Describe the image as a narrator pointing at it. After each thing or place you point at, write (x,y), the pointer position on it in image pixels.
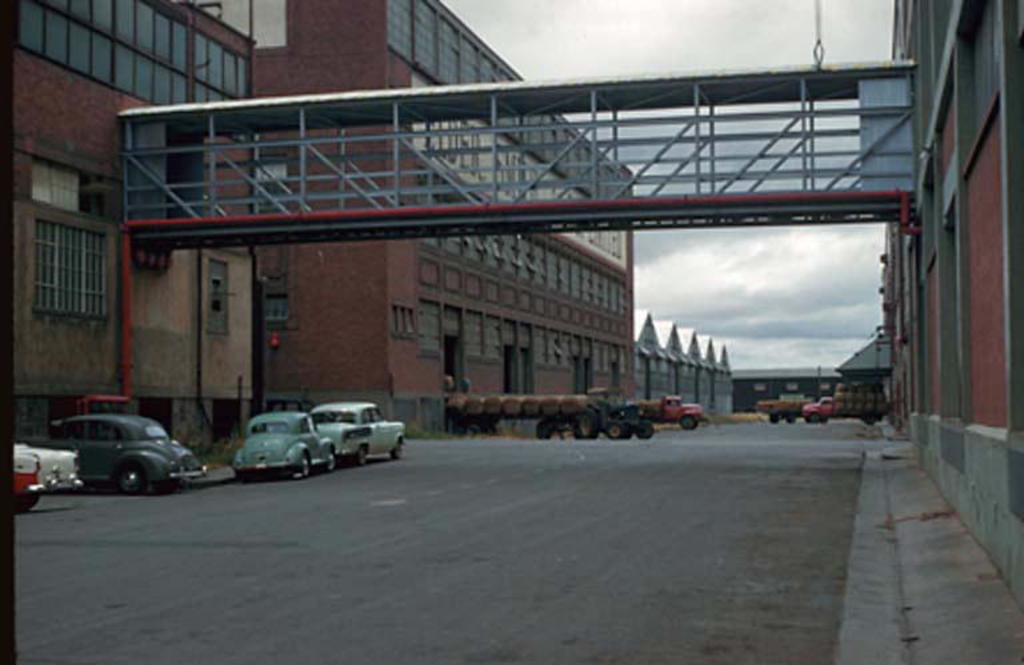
In this image I see a bridge (571,165) over here and I see number of buildings (914,5) and I see few vehicles (570,422) and I see the road (514,516). In the background (739,244) I see the sky (739,244) which is cloudy.
